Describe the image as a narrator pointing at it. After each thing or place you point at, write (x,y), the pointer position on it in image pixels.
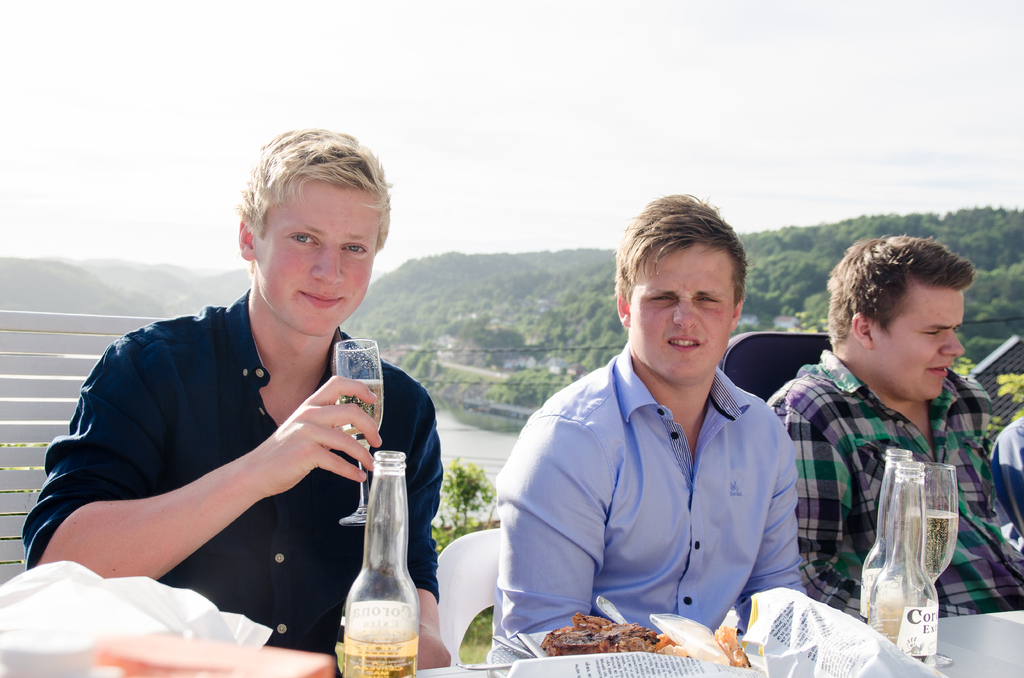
This is an outside view. In this image I can see three men (713,496) are wearing shirts (744,458) and sitting on the chairs (478,591) in front of the table (966,649). On this table (971,632) I can see few bottles (896,563), papers (766,664) and dishes (568,640) in the plates (536,640). On the top of the image (551,58) I can see the sky (604,62). In the background (764,268) there are trees (540,291) and water (461,446).
